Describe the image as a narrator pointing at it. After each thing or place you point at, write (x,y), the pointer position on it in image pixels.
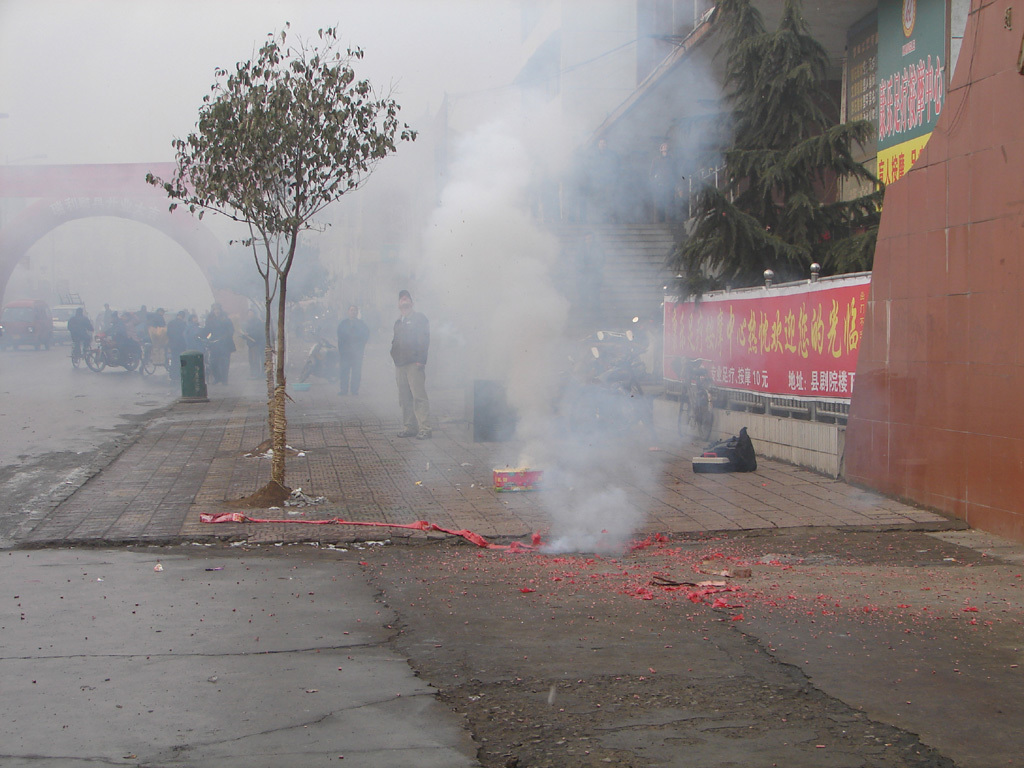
In this picture we can see road (391,585), smoke (466,326), wall (964,110) and trees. There are people (225,348) and we can see dustbin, building (832,83), vehicle (330,346) on the road (170,381), boards (885,33) and objects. In the background of the image (438,35) it looks like an arch (199,243) and we can see the sky (450,30).
